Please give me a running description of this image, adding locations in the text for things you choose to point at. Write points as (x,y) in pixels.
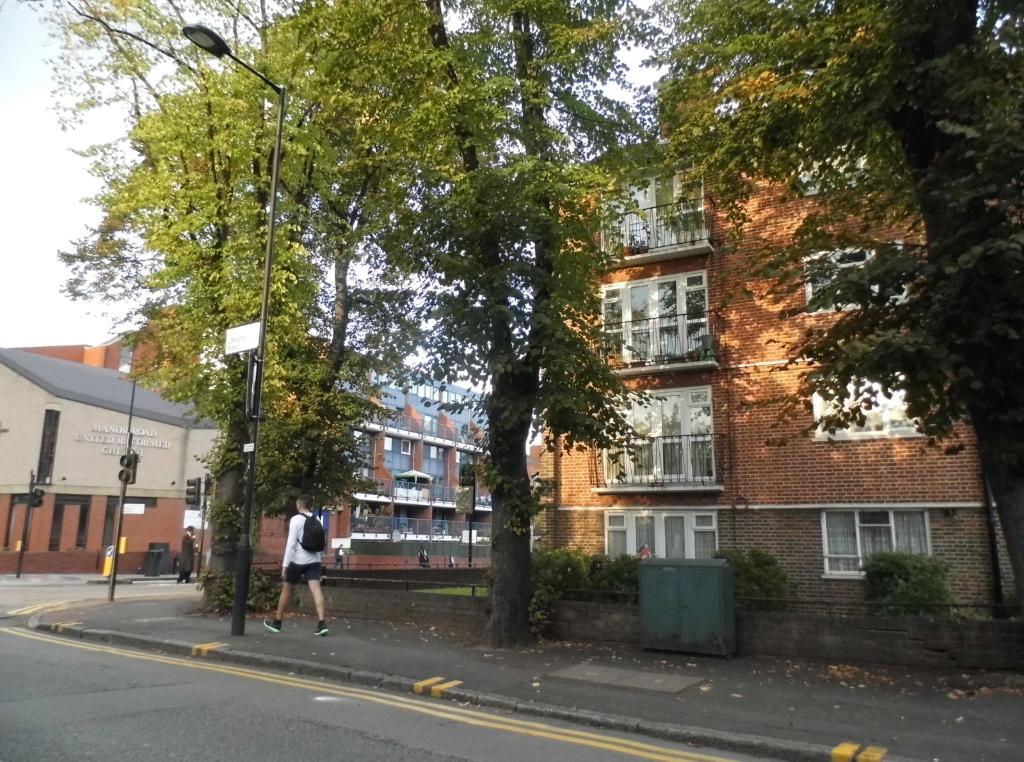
In this image I can see few buildings (730,316), windows (690,276), trees (566,303), fencing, light pole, traffic signals (112,586), board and one person (318,560) is walking and wearing a bag (311,549). The sky (34,218) is in blue and white color.
